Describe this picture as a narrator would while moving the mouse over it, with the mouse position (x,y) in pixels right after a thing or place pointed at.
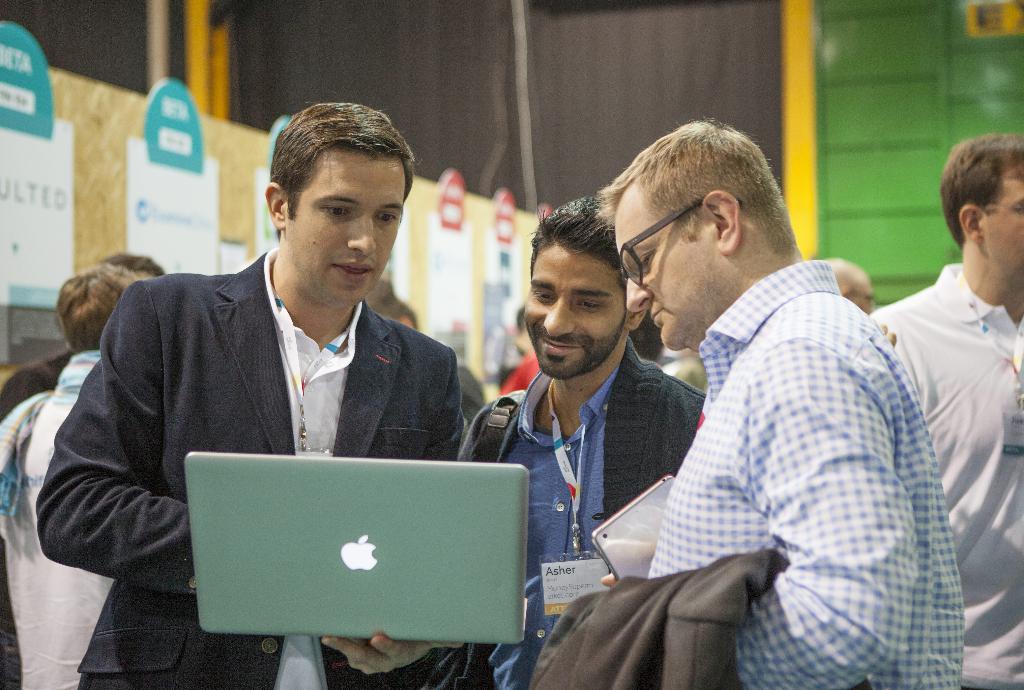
In this image we can see a group of persons (243,398). In the foreground (273,553) few persons (359,645) are holding objects (271,594). Behind the persons (367,260) we can see a wall (481,228) and on the wall (485,216) we can see few banners (404,275).
